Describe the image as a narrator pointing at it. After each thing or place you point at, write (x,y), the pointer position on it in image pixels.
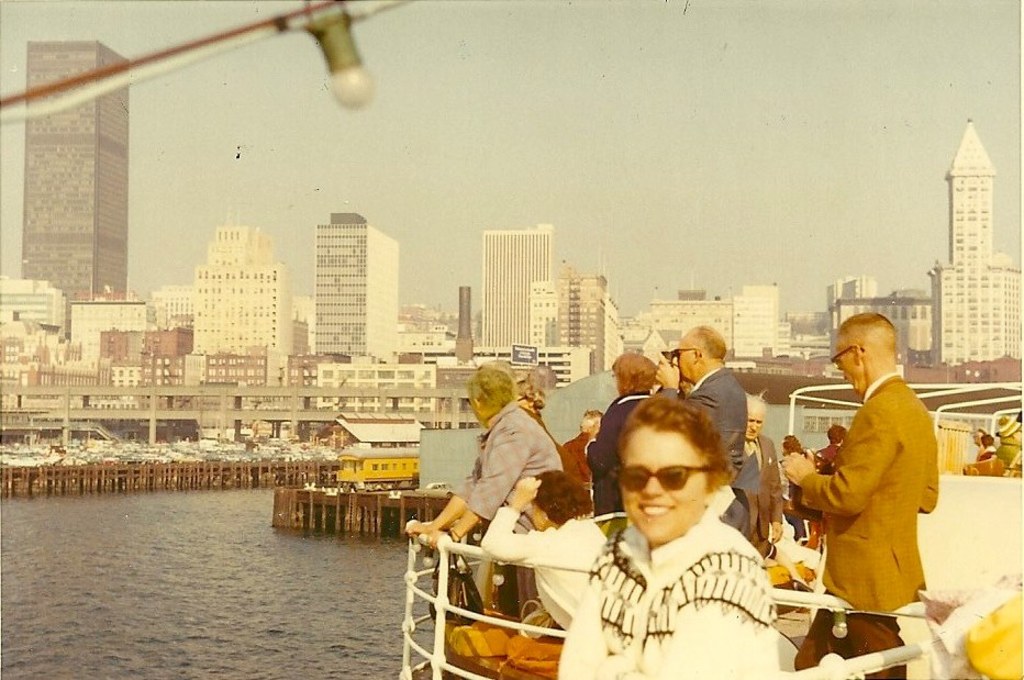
This image is clicked outside. There are buildings (454,354) in the middle (499,254). There is water (186,605) at the bottom (217,572). In the front (616,446) there is a boat (921,545), in that there are so many persons (630,527) standing. There is light (338,62) at the top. There is sky (614,121) at the top (575,108).
